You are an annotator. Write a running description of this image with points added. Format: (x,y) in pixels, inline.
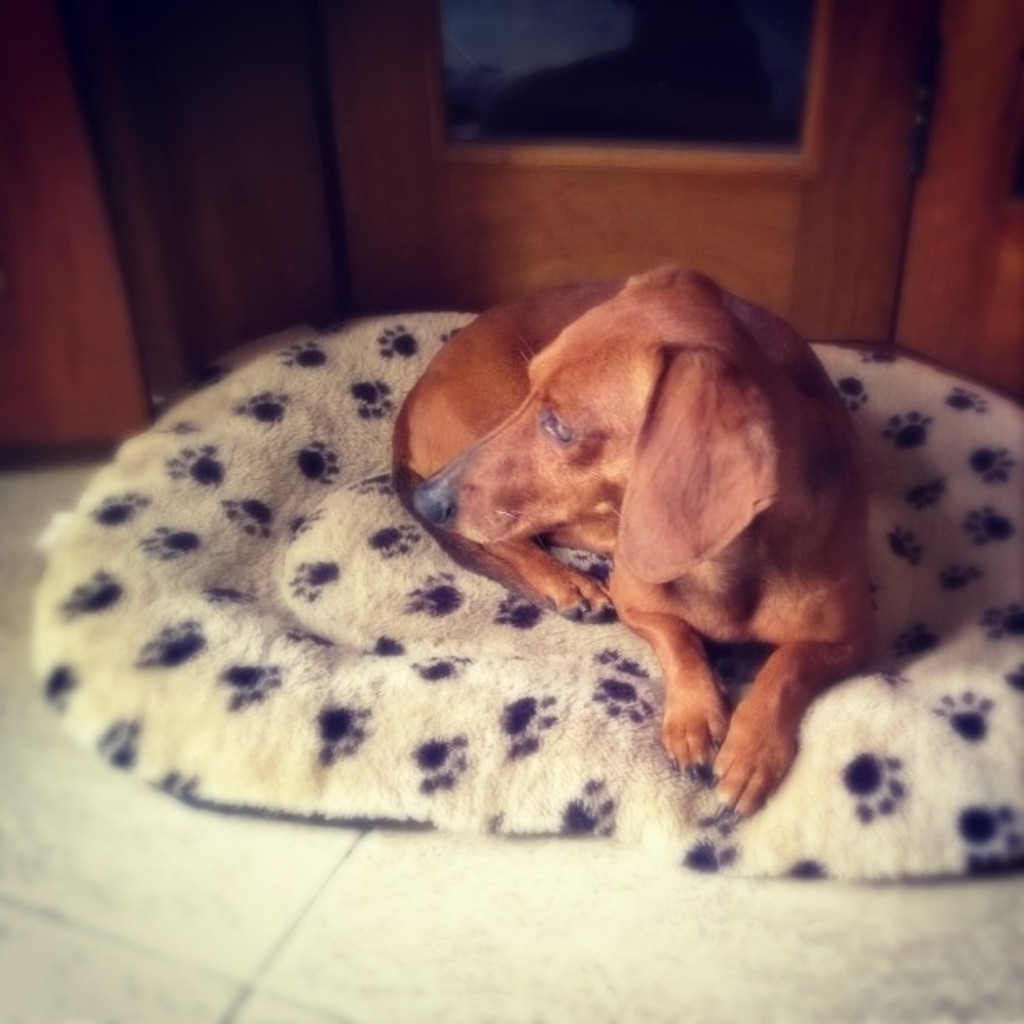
In this picture we can see a dog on a dog bed (467,591), this dog bed (526,625) is placed on a floor (523,958) and in the background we can see some wooden objects (421,41).
